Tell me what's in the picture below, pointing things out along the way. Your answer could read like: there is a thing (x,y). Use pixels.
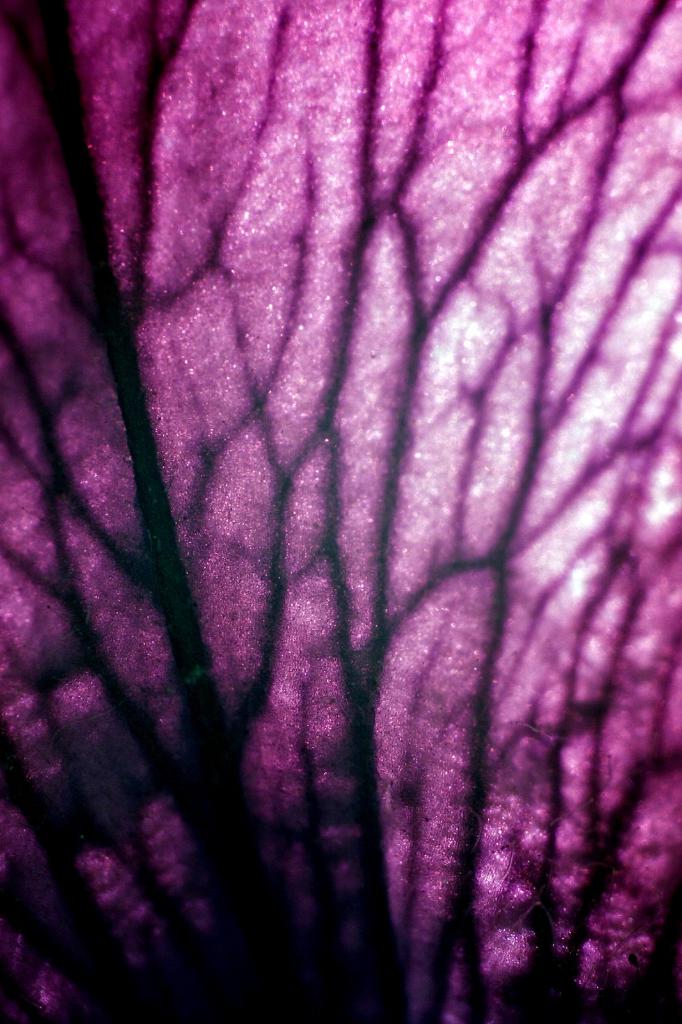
In the picture we can see some flower petal veins (559,511), behind it, we can see the pink and black color background.
